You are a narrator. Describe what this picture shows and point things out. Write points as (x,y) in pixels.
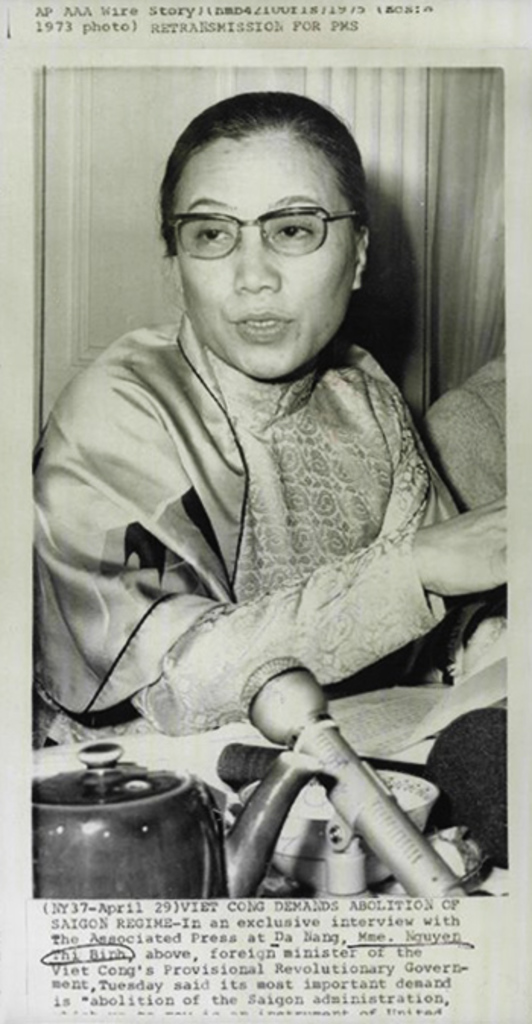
In the image i see a person (310,291) with spectacles (189,256) and i also see a mike (448,803), bowl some other objects (275,792) and i can also see a text (247,901) written on it.
